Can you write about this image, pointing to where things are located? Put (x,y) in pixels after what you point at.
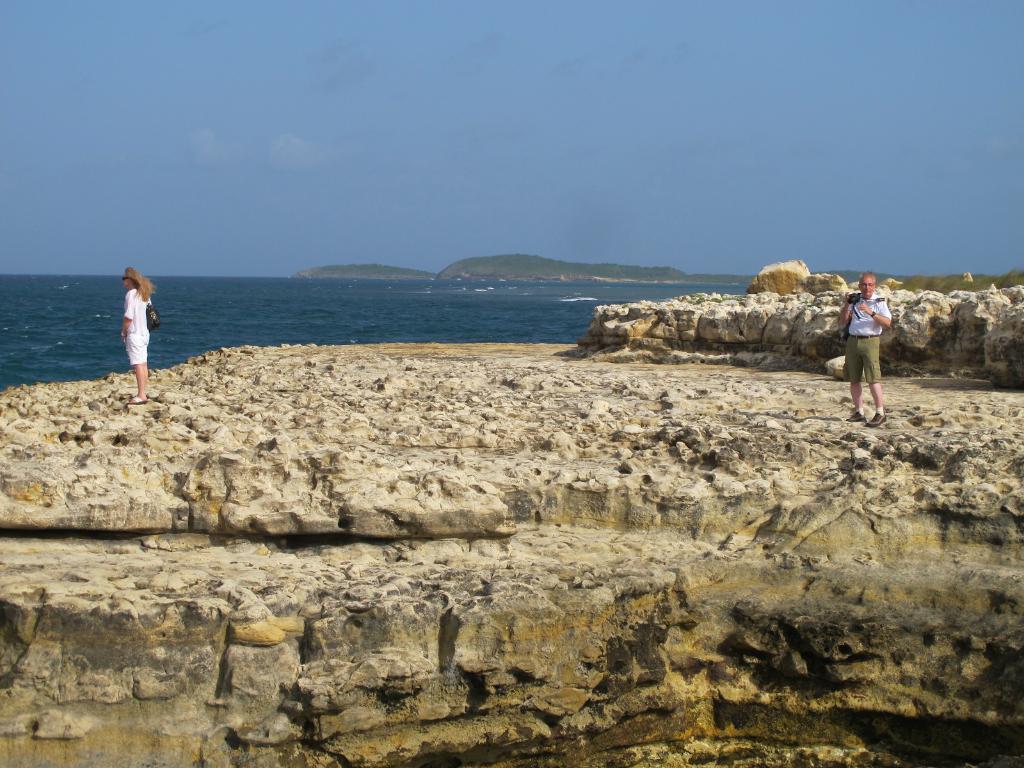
In this image, we can see rocks (525,448) and two persons (871,348). On the right side of the image (875,383), a man (877,373) is holding a camera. Background (506,295) we can see water (525,291), hills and sky (594,116).
